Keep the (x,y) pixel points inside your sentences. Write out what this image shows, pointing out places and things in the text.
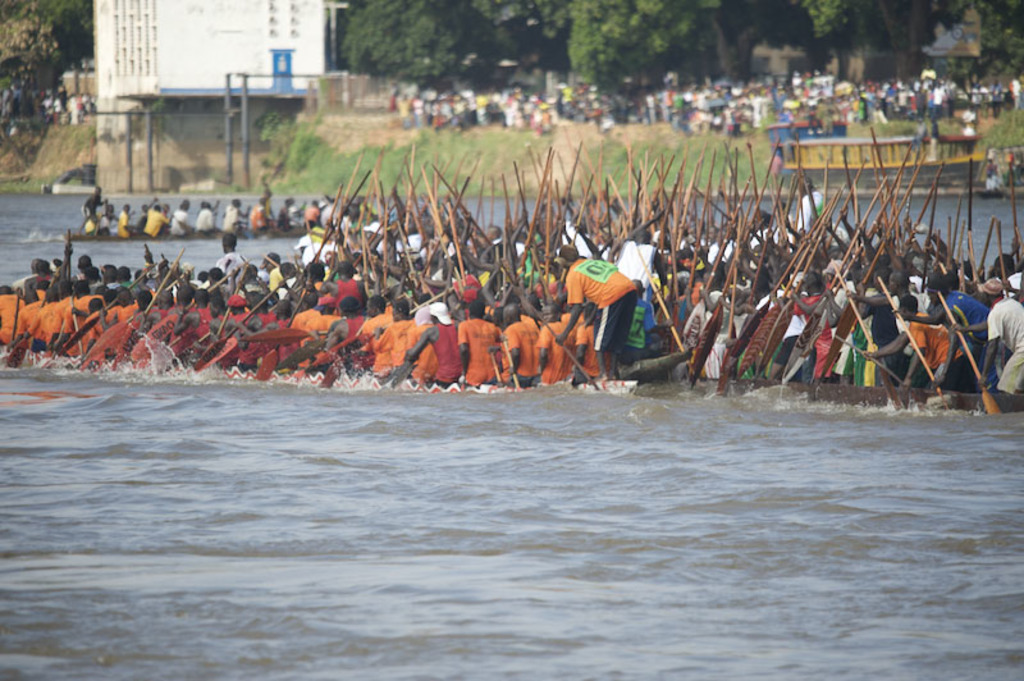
In the center of the image (601,387) we can see two boat type objects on the water (1003,213). On the boat type objects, we can see a group of people (248,278). Among them, we can see a few people (650,313) are sitting, few people (727,300) are standing, few people (596,330) are holding some object (716,309), few people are wearing caps (715,295) and we can see they are in different costumes (692,293). In the background (655,16) we can see the trees (640,21), one building (307,3), poles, grass (480,143), black color objects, group of people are standing and a few other objects (943,46).
